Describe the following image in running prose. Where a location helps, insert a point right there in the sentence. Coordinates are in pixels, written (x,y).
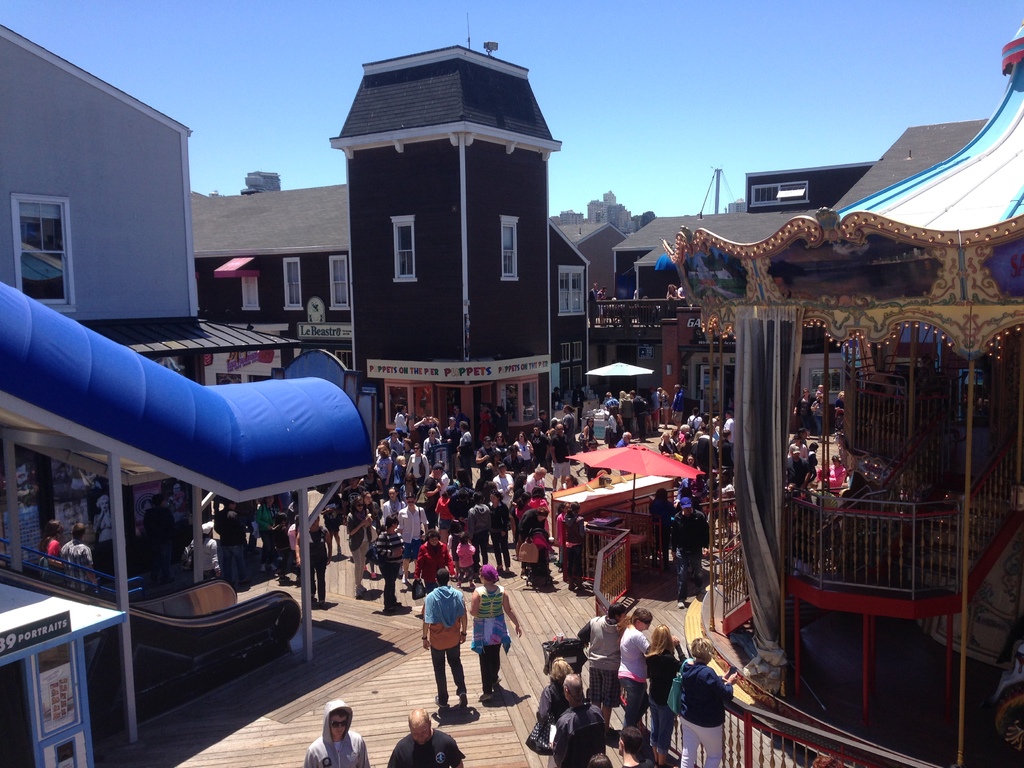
In the image we can see there many people (452,487) standing and some of them are walking. They are wearing clothes (469,501), there are many buildings (367,232) and these are the windows (35,241) of the building (394,290). This is a fence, footpath (325,656), pole (711,340) and a pale blue sky (695,125).
